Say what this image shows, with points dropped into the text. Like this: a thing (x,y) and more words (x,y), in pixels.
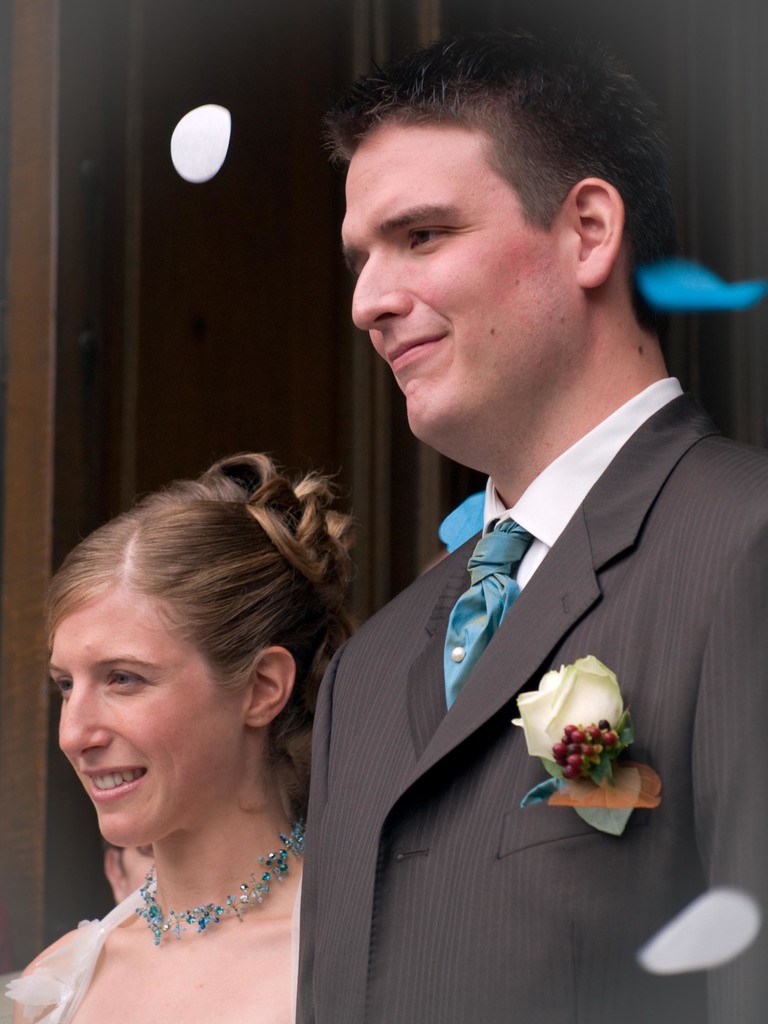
In this image we can see man (423,608) and woman (185,785) standing. In the background (51,507) there is a wall (140,95).
